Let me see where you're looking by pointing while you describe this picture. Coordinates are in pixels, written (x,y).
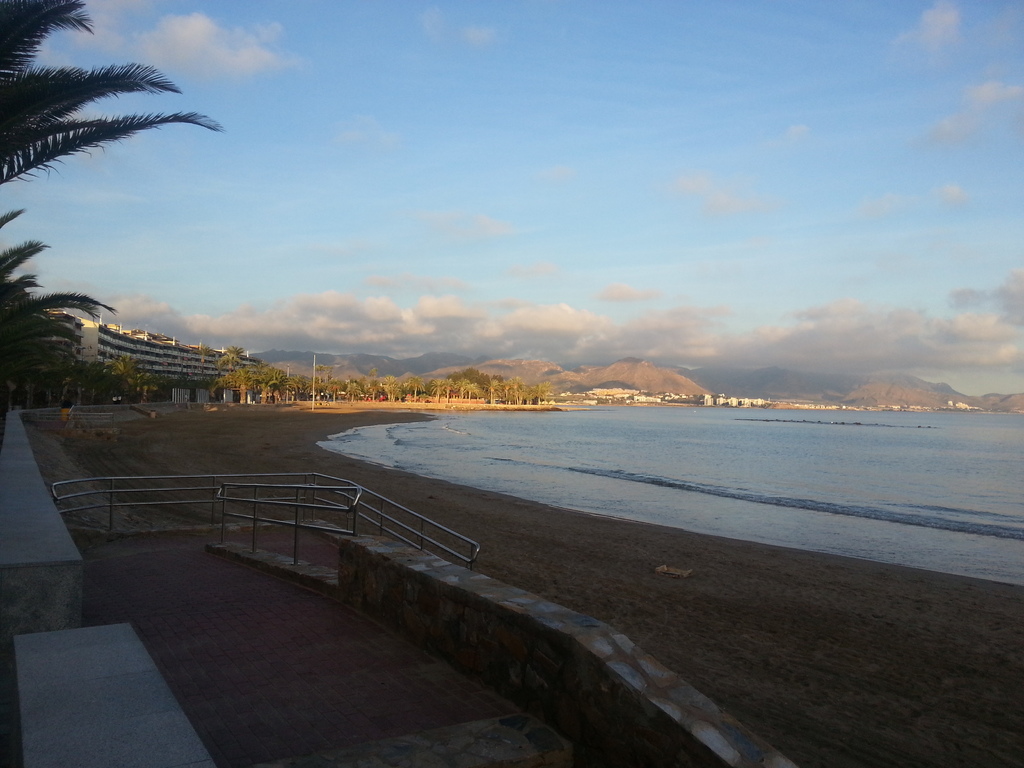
In this image, we can see walkways (171,558), rod railings (347,531), wall (386,617), ground (668,611) and water (578,510). Background (799,305) we can see trees (270,386), poles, buildings (633,394), hills (805,397) and cloudy sky (554,162).
